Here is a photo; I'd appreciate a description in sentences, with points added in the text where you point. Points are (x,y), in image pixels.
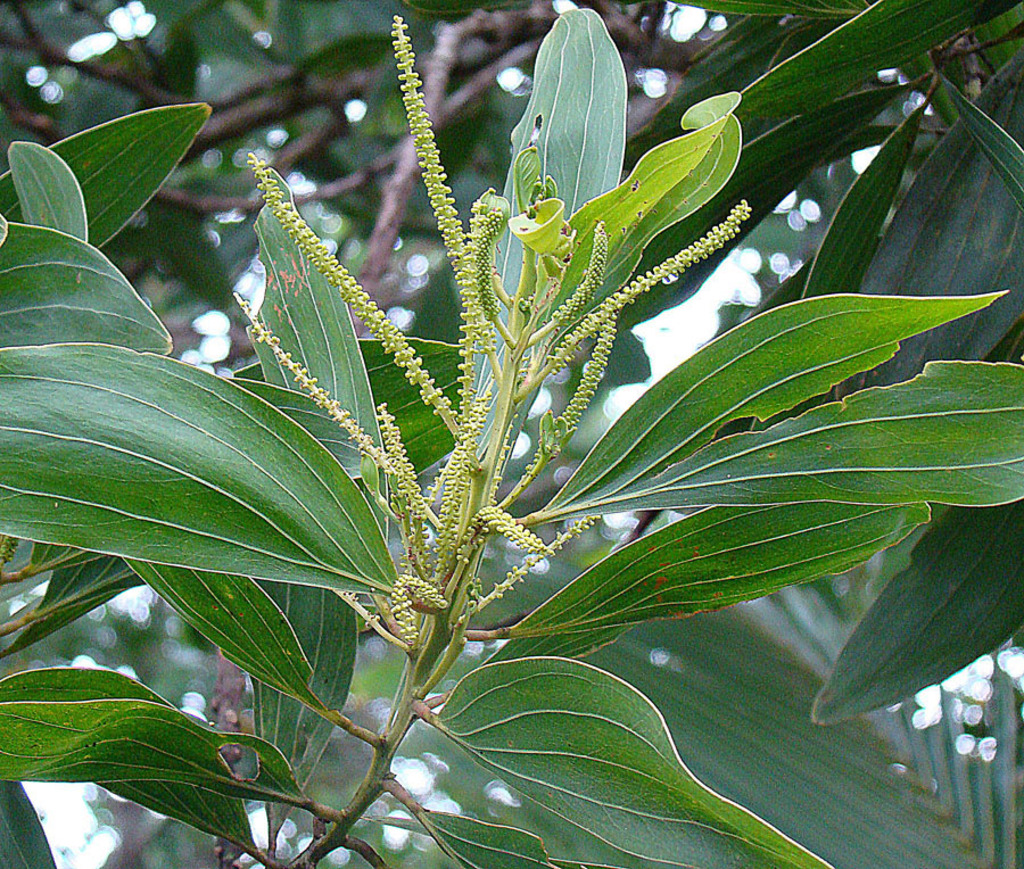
This image consist of a plant (464,454). It is in green color.
